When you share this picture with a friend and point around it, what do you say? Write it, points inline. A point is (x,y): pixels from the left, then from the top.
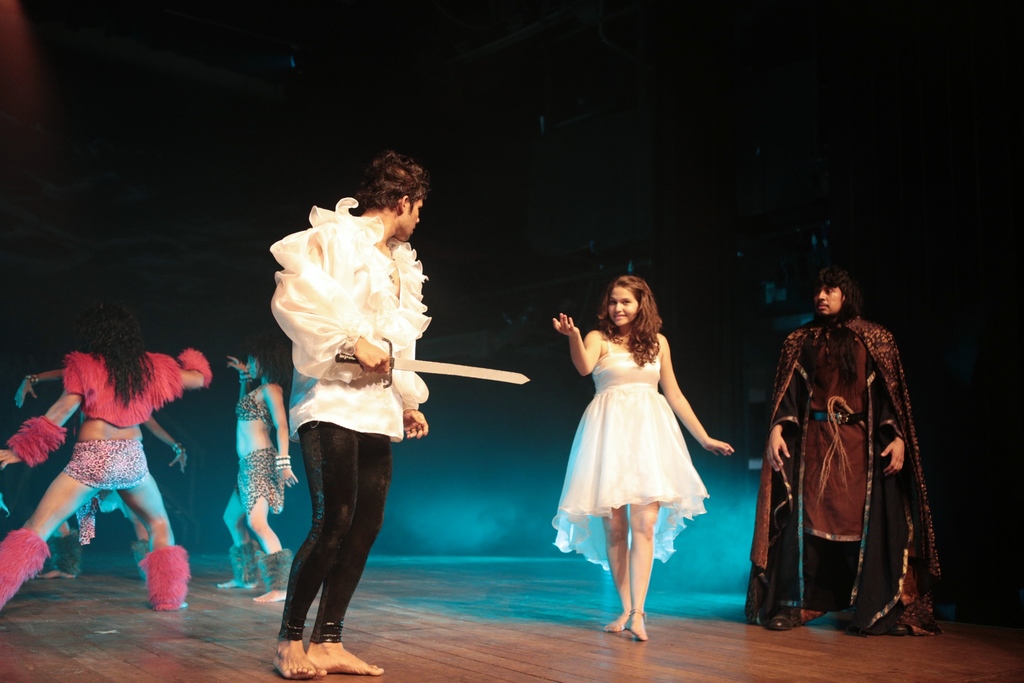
In this image we can see some group of persons (333,471) standing on stage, there is a person (305,397) wearing white color dress (327,384) holding sword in his hands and in the background of the image (283,147) there is dark color.
